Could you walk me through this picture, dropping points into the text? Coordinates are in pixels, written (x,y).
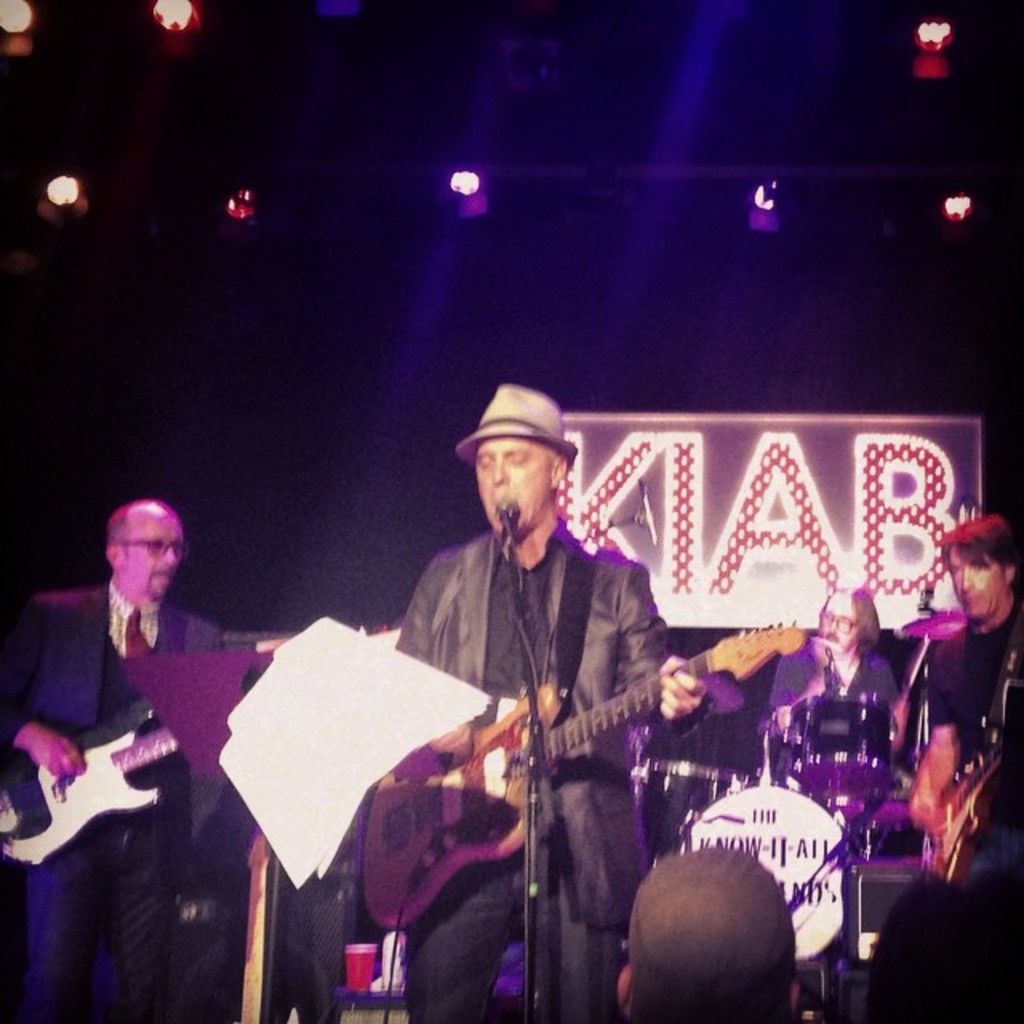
In the image there are few musicians (171,849). The man (942,795) to the right corner (966,671) and the man (121,677) to the left corner (102,677) are playing guitar (99,774). And the man (898,737) behind them is playing drums (825,724). The man (682,701) in the center (587,661) is playing guitar (487,767) and singing as well. In the background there are spotlights (483,210) and a board (746,441) with text (699,460) "Kiab" on it.
